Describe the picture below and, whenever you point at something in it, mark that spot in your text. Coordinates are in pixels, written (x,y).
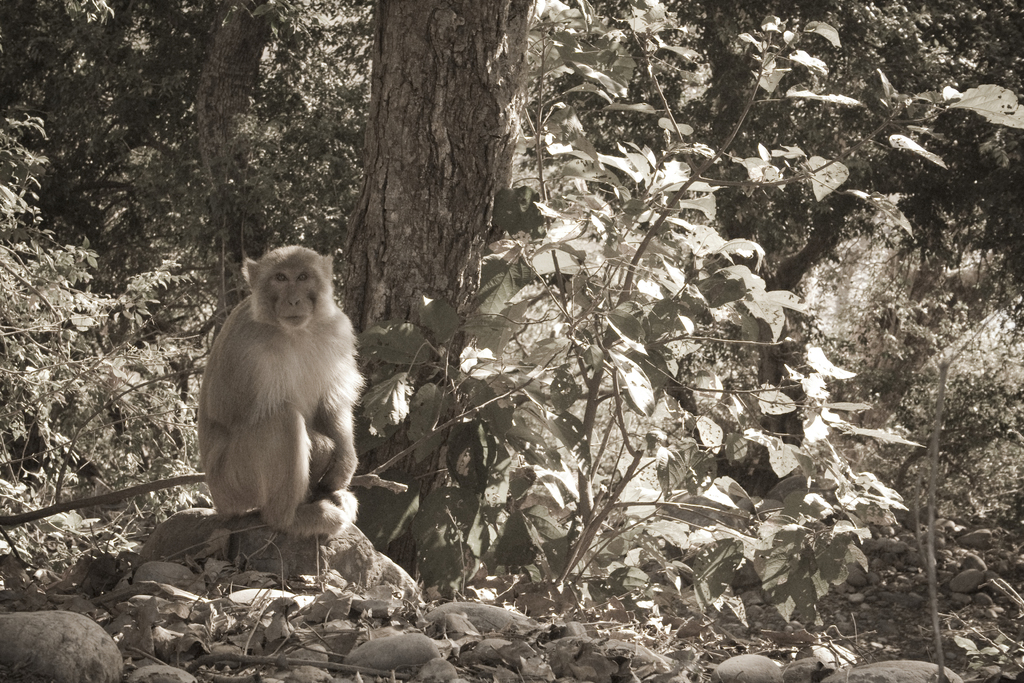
In this image we can see a monkey (315,469) sitting on the stone (281,534). In the background (552,80) there are trees (838,294).
